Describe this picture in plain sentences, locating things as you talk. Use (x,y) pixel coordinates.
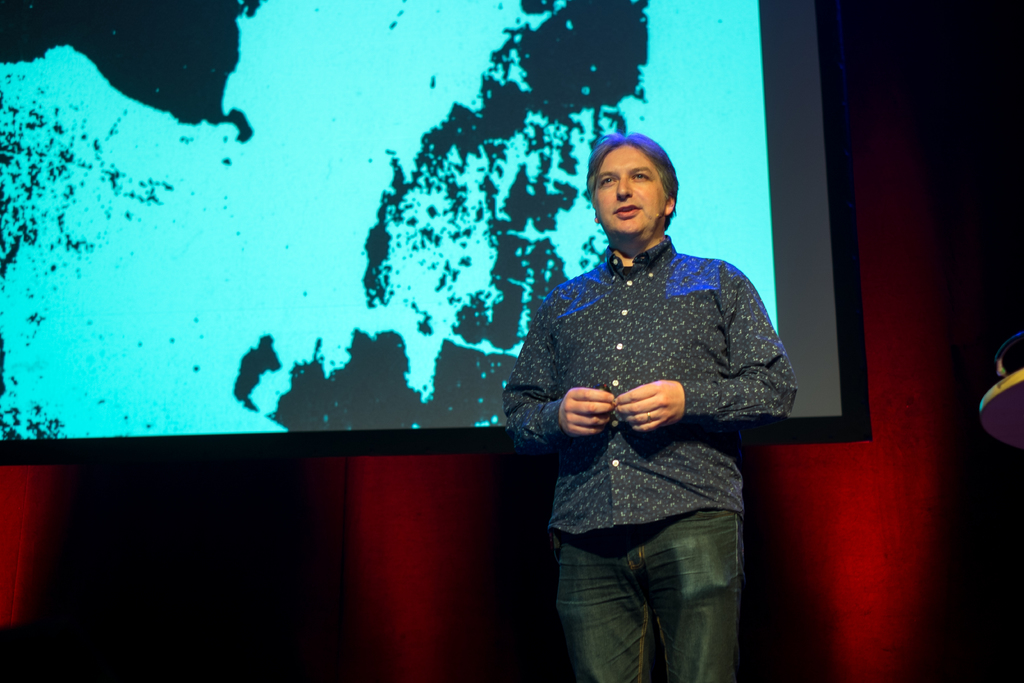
In this image we can see a person (658,457) standing. In the background (797,494) there is a screen (457,156) attached to the wall (916,570).
